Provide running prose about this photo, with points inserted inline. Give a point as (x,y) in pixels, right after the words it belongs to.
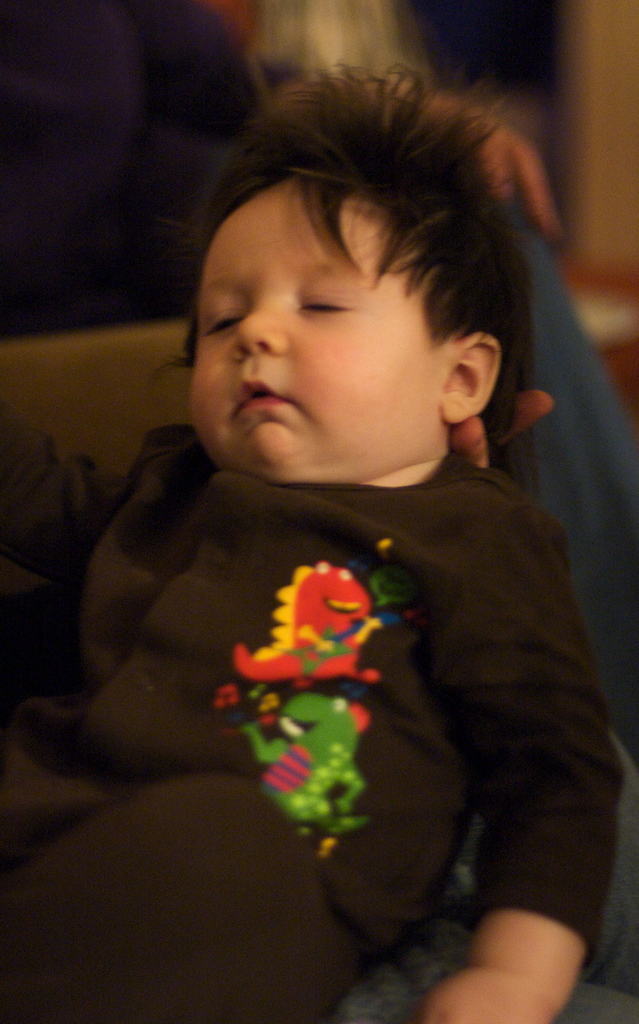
There is a baby (268,376) sleeping and is wearing a black dress (287,664) with some design (287,664). And a person (578,367) is holding the baby (298,251). In the back (176,112) there is another person (30,181).
